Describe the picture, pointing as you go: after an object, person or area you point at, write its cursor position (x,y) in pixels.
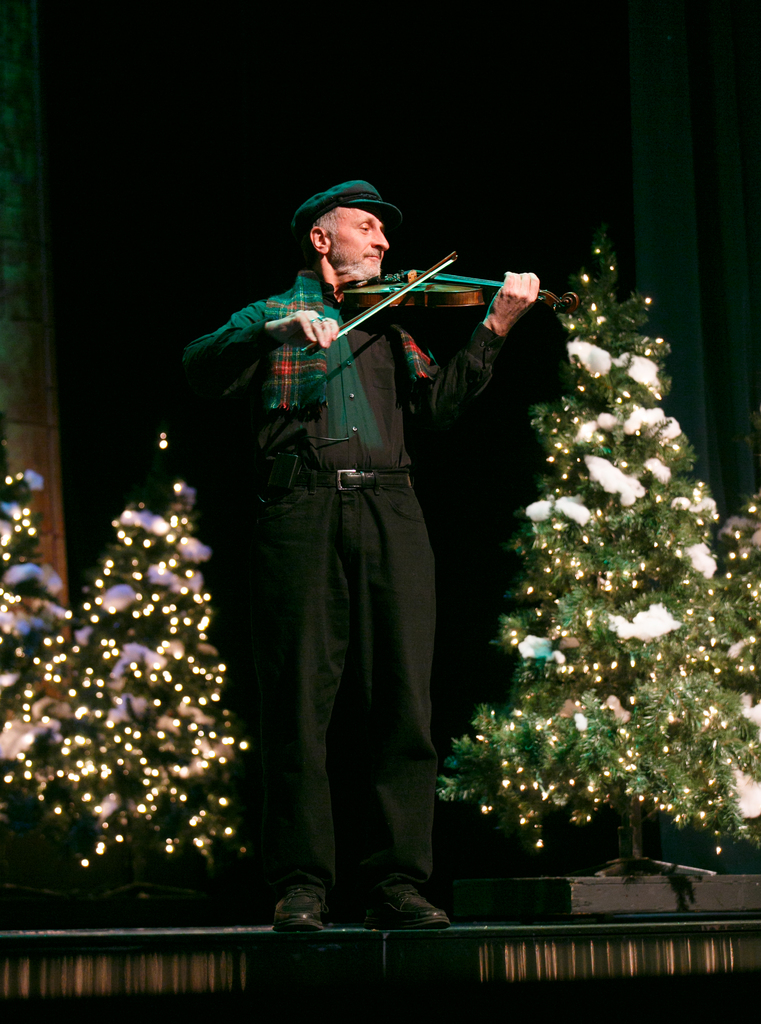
In the middle of the image (364,367) a man (456,402) is playing violin (386,287). Bottom right side of the image (632,832) there is a tree (532,604). Bottom left side of the image (144,868) also there is a tree (1,500).
